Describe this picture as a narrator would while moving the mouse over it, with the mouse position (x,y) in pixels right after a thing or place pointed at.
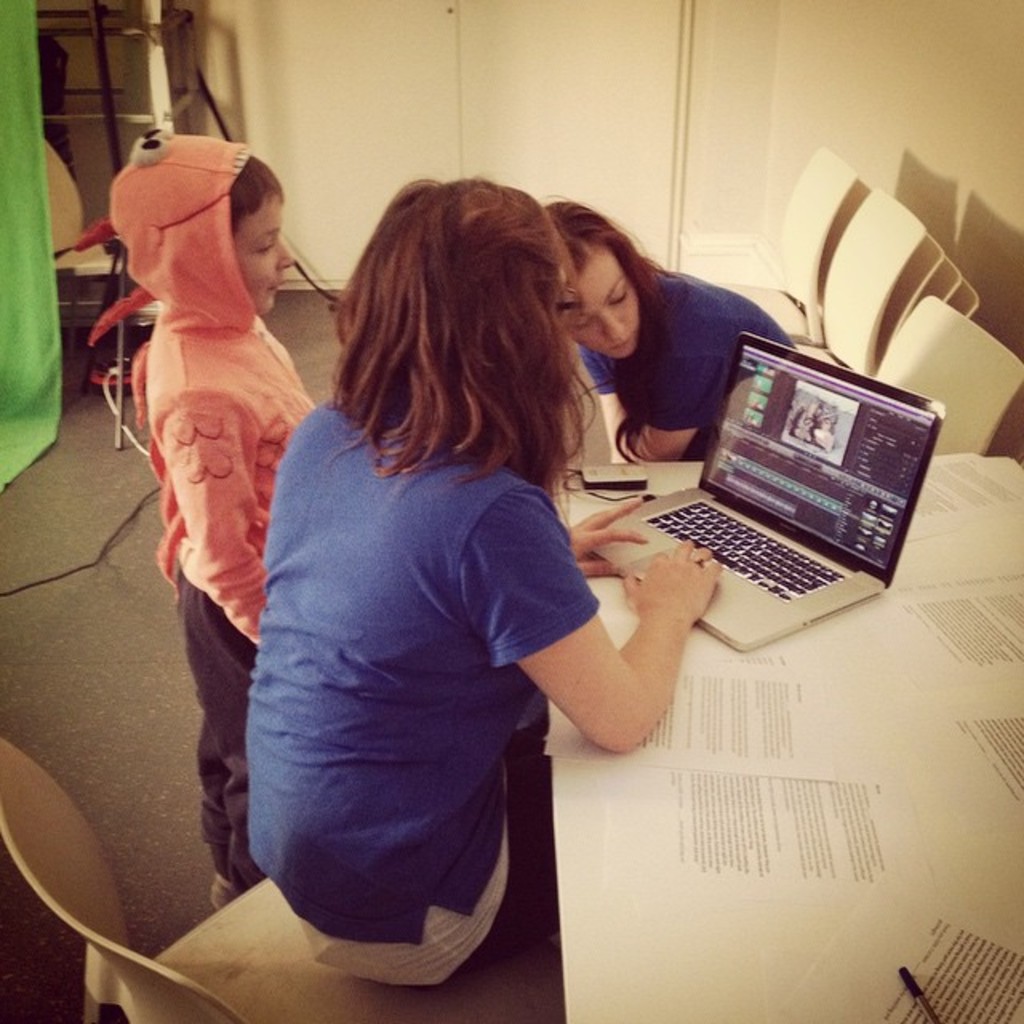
In this picture we can see two women (617,650) sitting on chairs (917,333) and a boy (161,169) standing on the floor (91,618) and in front of them on the table (717,992) we can see papers (759,851), pen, laptop (758,428) and in the background (818,62) we can see wall (366,149).
